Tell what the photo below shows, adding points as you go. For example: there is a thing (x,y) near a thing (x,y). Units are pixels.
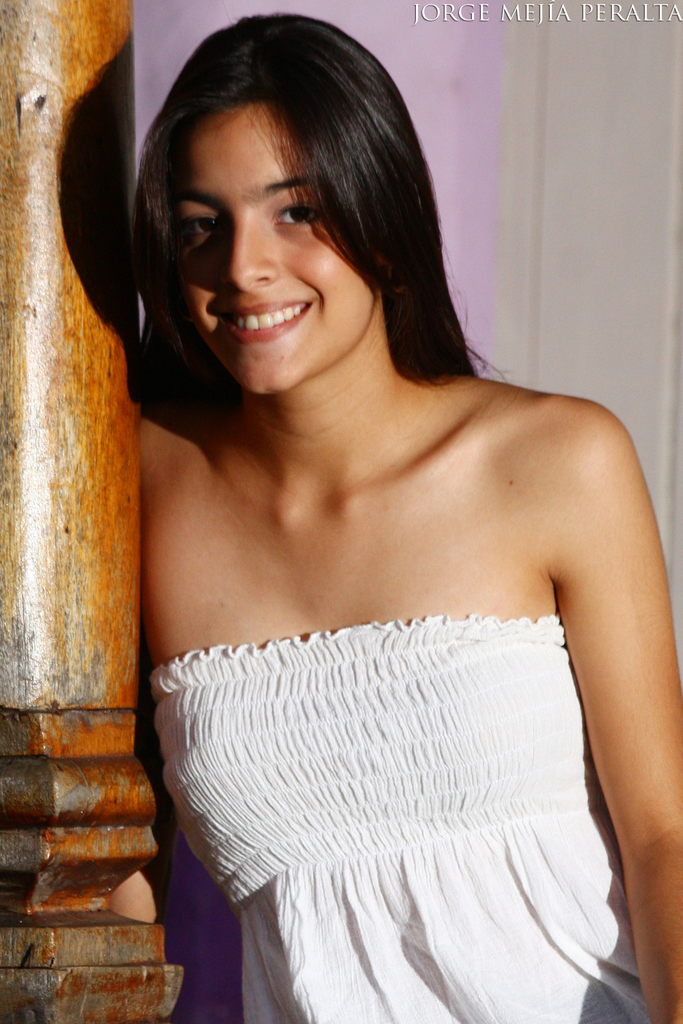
In the center of the image (409,371) there is a lady (215,774). To the left side of the image (44,161) there is a wooden pillar (96,503). In the background of the image (488,244) there is wall (597,156). At the top of the image (672,15) there is text (528,13).
